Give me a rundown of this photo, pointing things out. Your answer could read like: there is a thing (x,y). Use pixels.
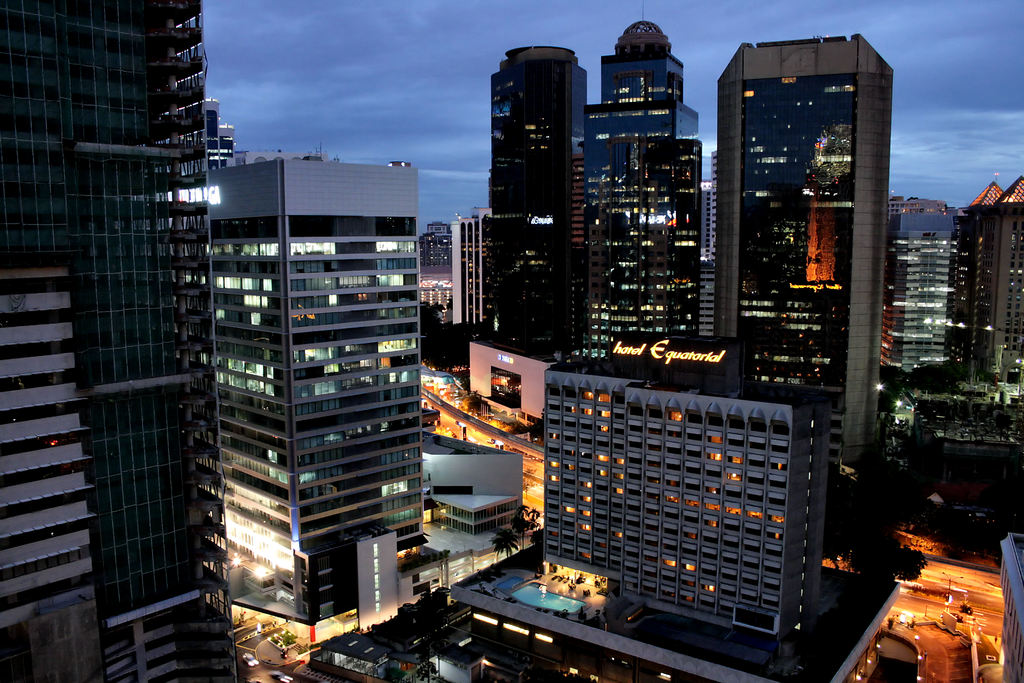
In this image I see number of buildings (515,226) and I see a swimming pool (510,578) over here and I see a board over here on which there are 2 words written and I see the trees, path (980,616) and I see lights (1001,661) over here. In the background (970,43) I see the sky (963,72) which is cloudy.
